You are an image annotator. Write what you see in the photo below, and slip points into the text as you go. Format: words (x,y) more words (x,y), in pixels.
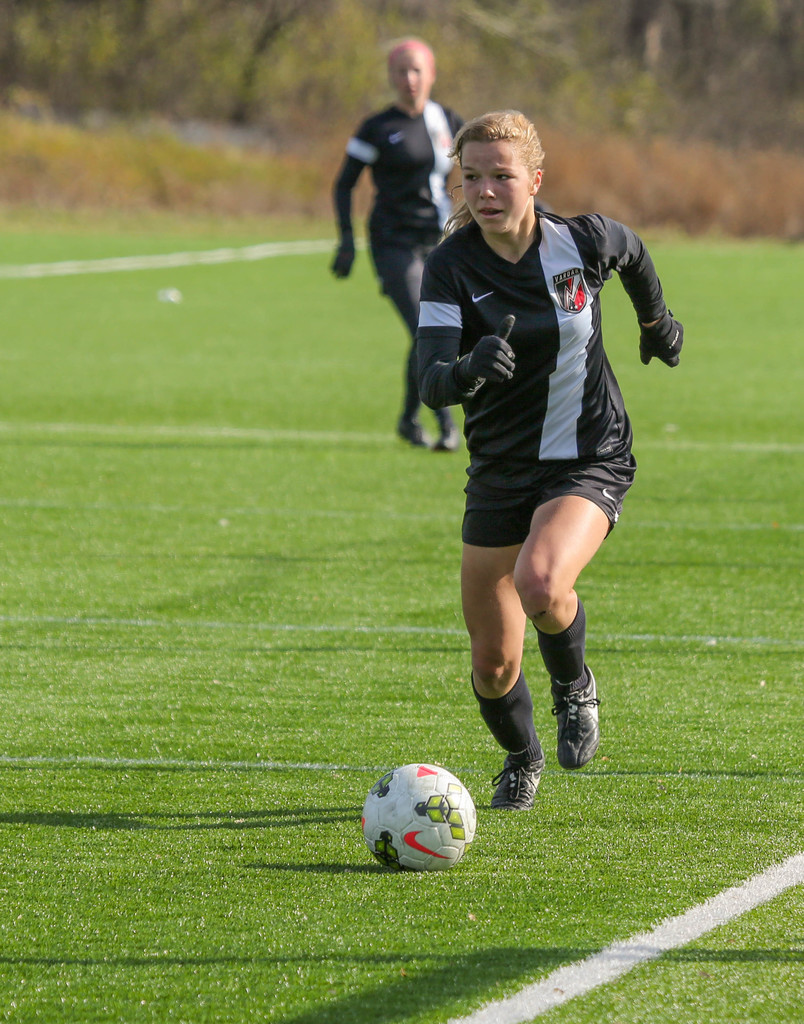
In this image there are two people (511,383) playing football on a ground (499,915), in the background (686,93) it is blurred.
